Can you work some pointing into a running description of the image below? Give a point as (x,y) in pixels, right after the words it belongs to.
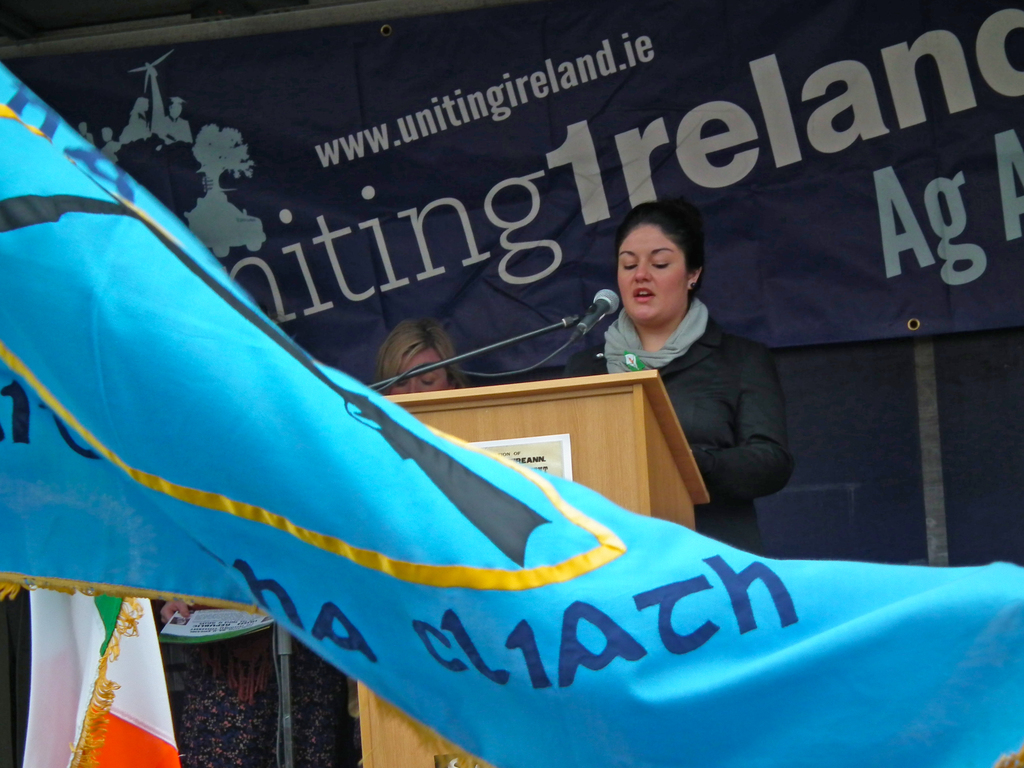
In the picture we can see a woman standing and talking in the microphone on the desk (483,416) in front of the desk (469,415), we can see a blue colored cloth (374,578) with something written on it and in the background (974,250) we can see a wall (1002,420) with some board (981,149) and some advertisement (561,113) on it.
